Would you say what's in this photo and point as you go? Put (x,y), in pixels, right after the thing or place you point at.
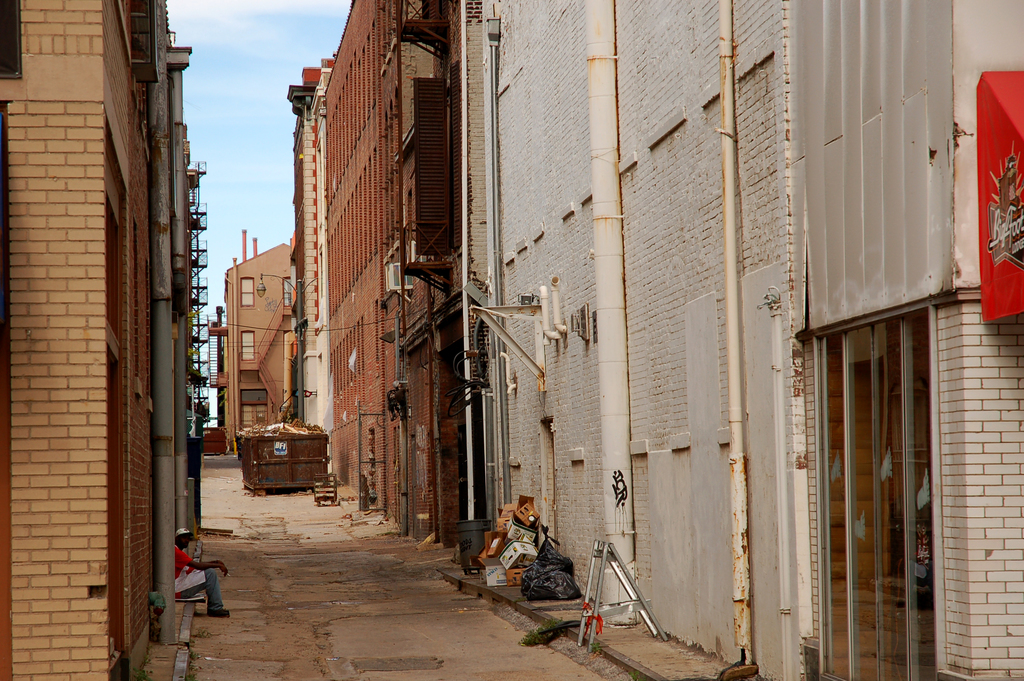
In the image we can see there are many buildings (697,188). These are the pipes (722,183), there are even boxes (507,546) and a stand (596,607). This is a footpath (282,567), trash bin (288,456) and a pale blue sky (258,241). There is a person (202,582) sitting wearing clothes (194,568), shoes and a cap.
